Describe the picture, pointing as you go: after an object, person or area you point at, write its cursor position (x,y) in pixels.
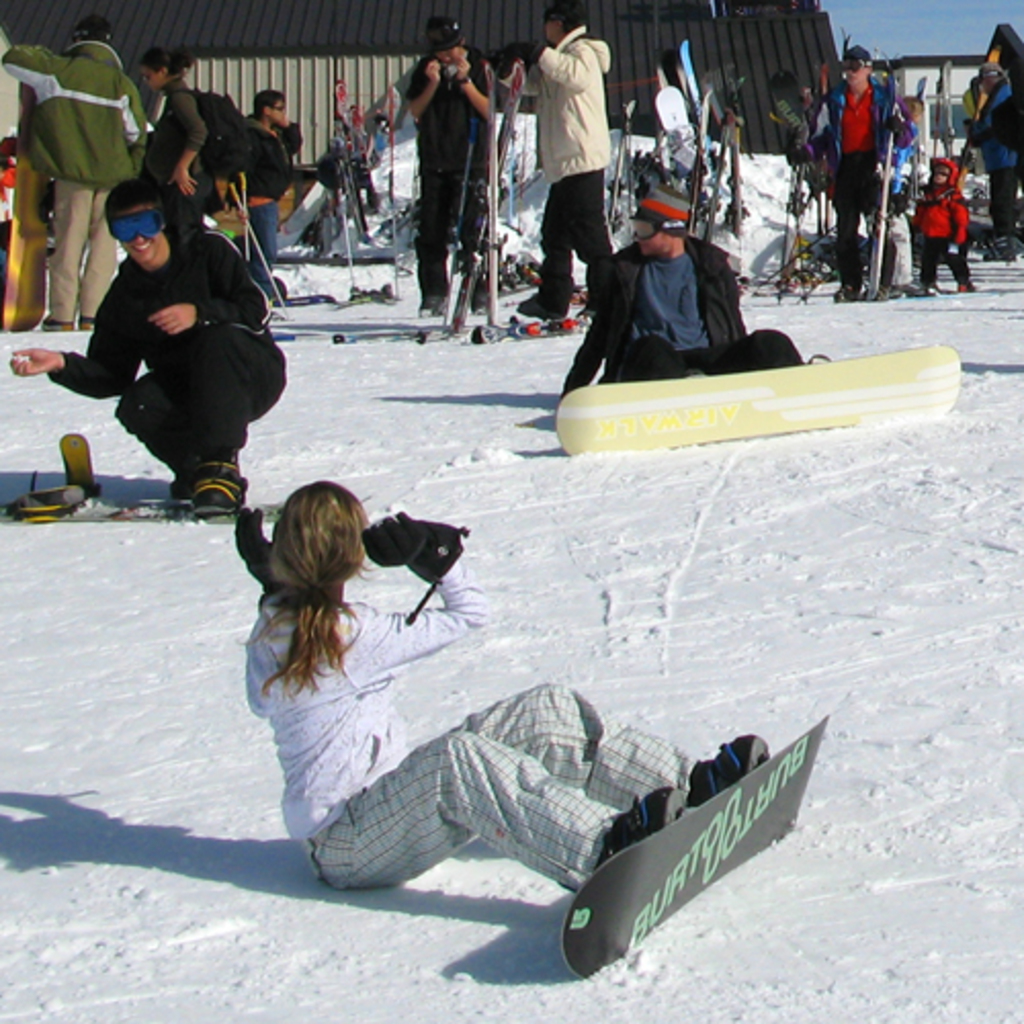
In this picture there is a woman (574,756) who is wearing gloves (405,535), shirt (352,699) and snowboard (620,907). On the left (216,361) we can see a man (254,316) who is wearing black dress (200,282). In the background (92,107) we can see the group of persons (95,145) who are holding the snowboard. At the top (686,18) we can see the building (511,35). At the top right corner (910,10) there is a sky (901,10).
